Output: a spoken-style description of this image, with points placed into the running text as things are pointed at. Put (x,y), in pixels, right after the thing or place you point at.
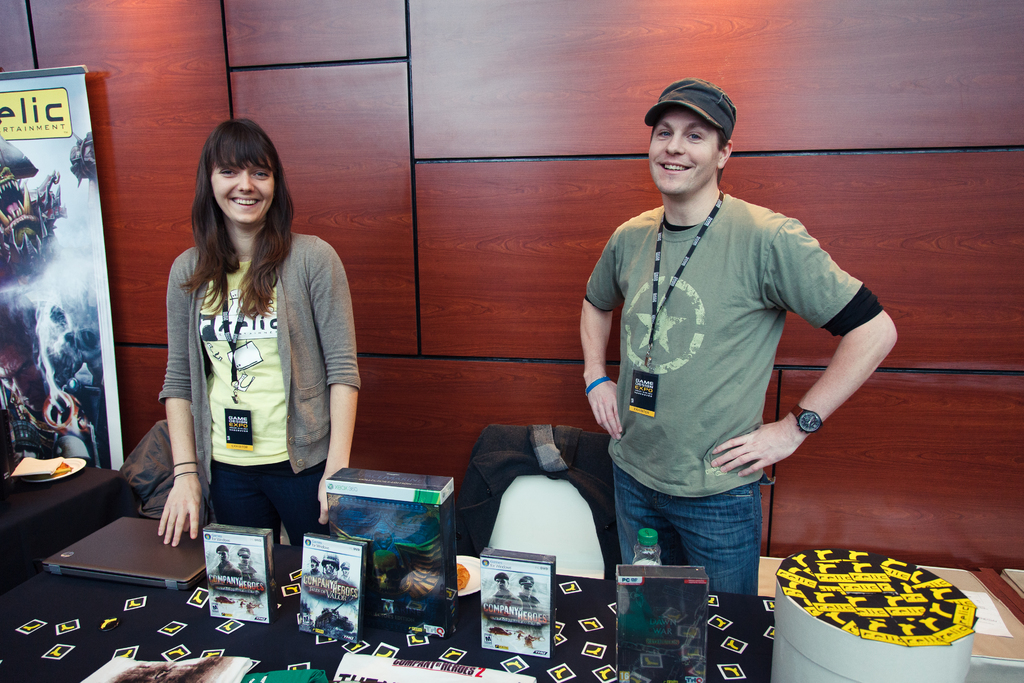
In this picture I can observe a woman (203,342) and man (628,297). Both of them are smiling and wearing tags (652,345) in their necks (691,206). In front of him there is a table (31,646) on which I can observe a laptop (164,541). In the background (413,94) there is a brown color wall (411,94).
